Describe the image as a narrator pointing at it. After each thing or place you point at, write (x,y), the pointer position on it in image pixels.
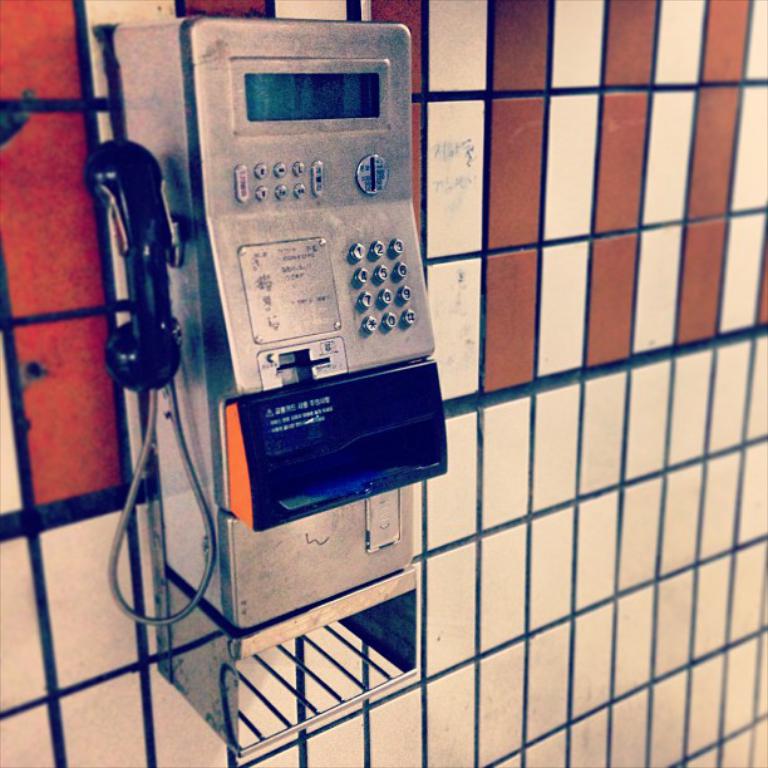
In this picture we can see a telephone (242,290) on the wall (600,289).
